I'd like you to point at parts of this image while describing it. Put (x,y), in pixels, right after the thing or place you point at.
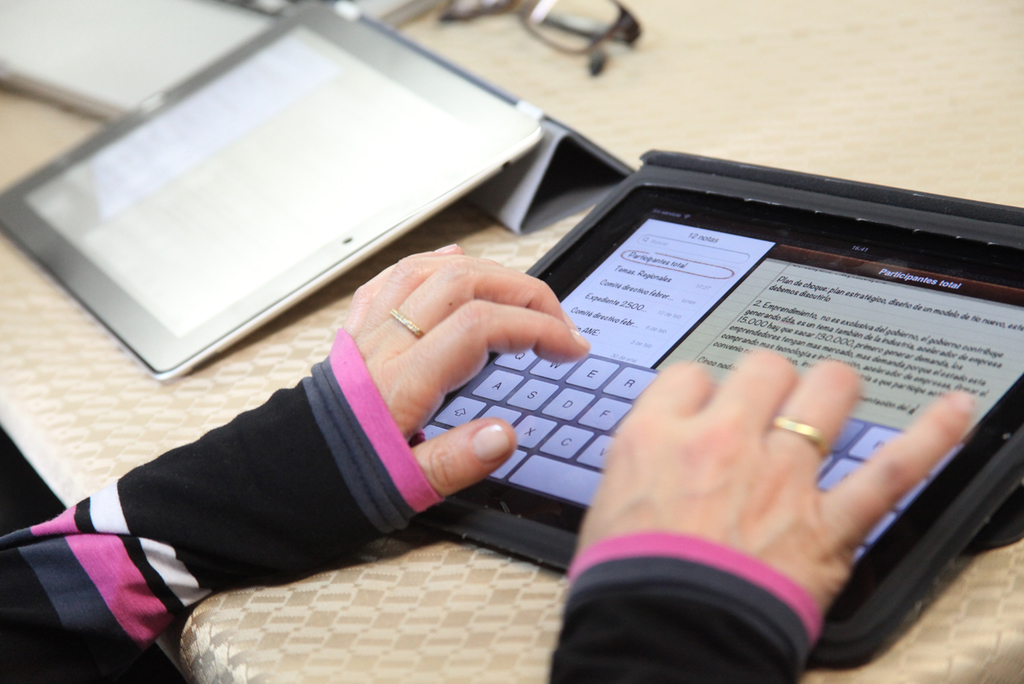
This is a table (761,124), which is covered with a cloth (639,117). I can see two tablets (460,181), spectacle (562,38) and few objects (96,68) are placed on the table (840,110). I can see a person's hands (669,410).
